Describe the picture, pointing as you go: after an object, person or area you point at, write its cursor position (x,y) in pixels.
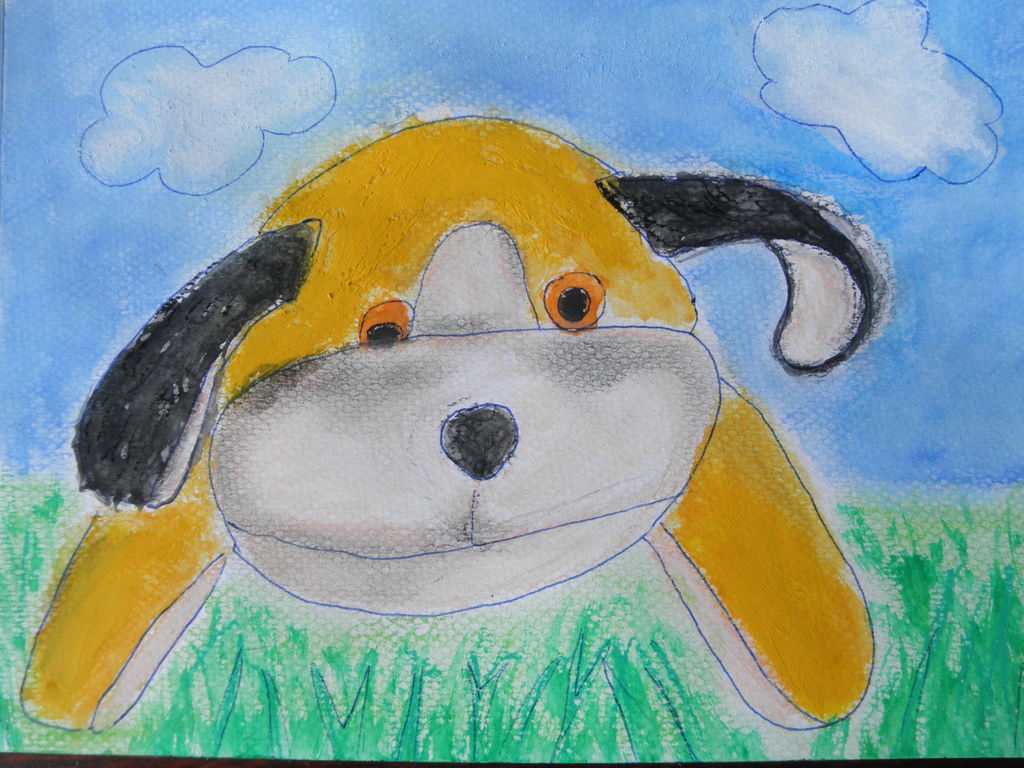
In this image I can see a toy dog (386,176) in yellow, black and white color. I can see the grass (630,721). I can see few clouds (855,59) and the sky (670,95) is in blue color.
